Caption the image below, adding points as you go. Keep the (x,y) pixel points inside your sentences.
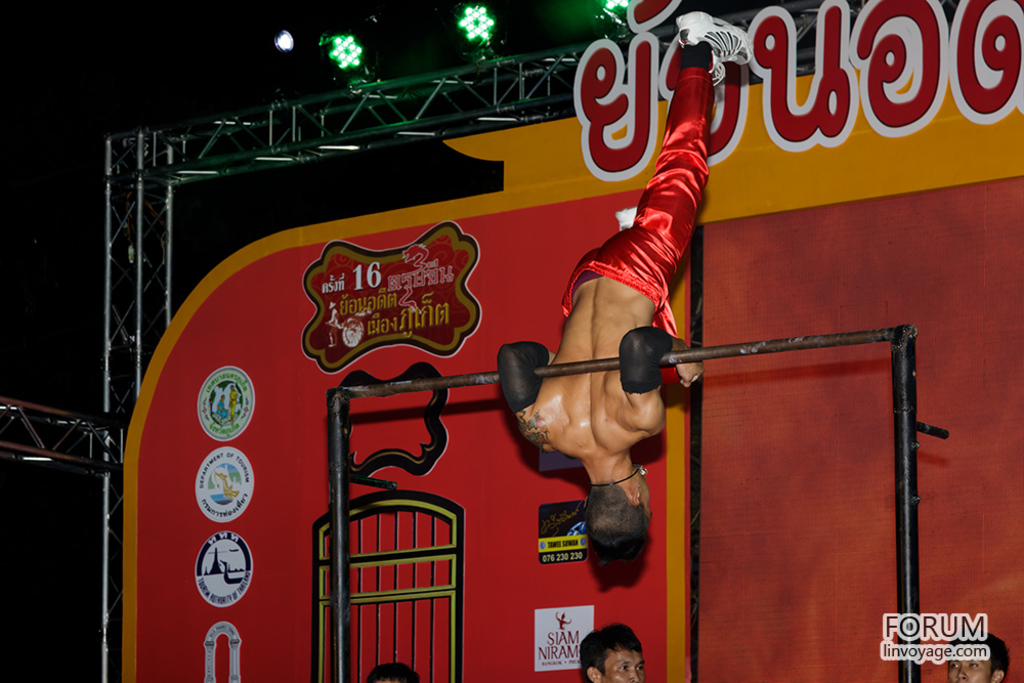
In this picture we can see a man (539,437) holding a pole (904,340) and some people (978,670) and in the background (608,22) we can see lights (357,64) and it is dark.
